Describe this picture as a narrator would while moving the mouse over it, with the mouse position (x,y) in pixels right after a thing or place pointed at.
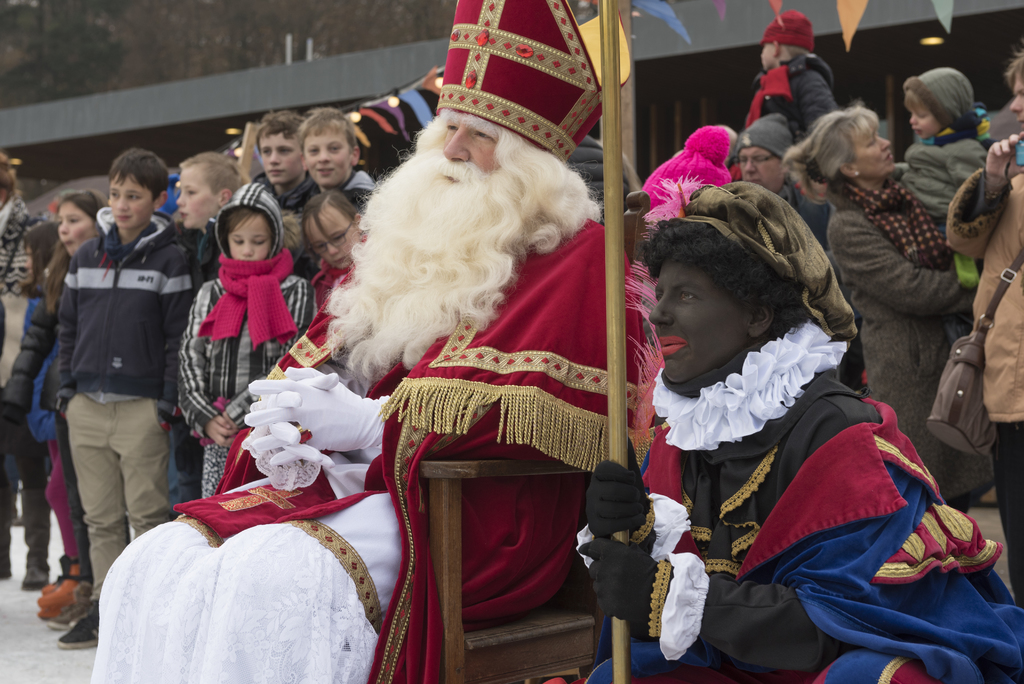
In this image we can see a man (542,411) wearing the costume (515,503) sitting on a chair (554,461) and a person (604,581) sitting beside him holding a pole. On the backside (764,114) we can see a group of people (285,292) standing, the flags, a building (422,76) and a ceiling light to a roof (433,67).
